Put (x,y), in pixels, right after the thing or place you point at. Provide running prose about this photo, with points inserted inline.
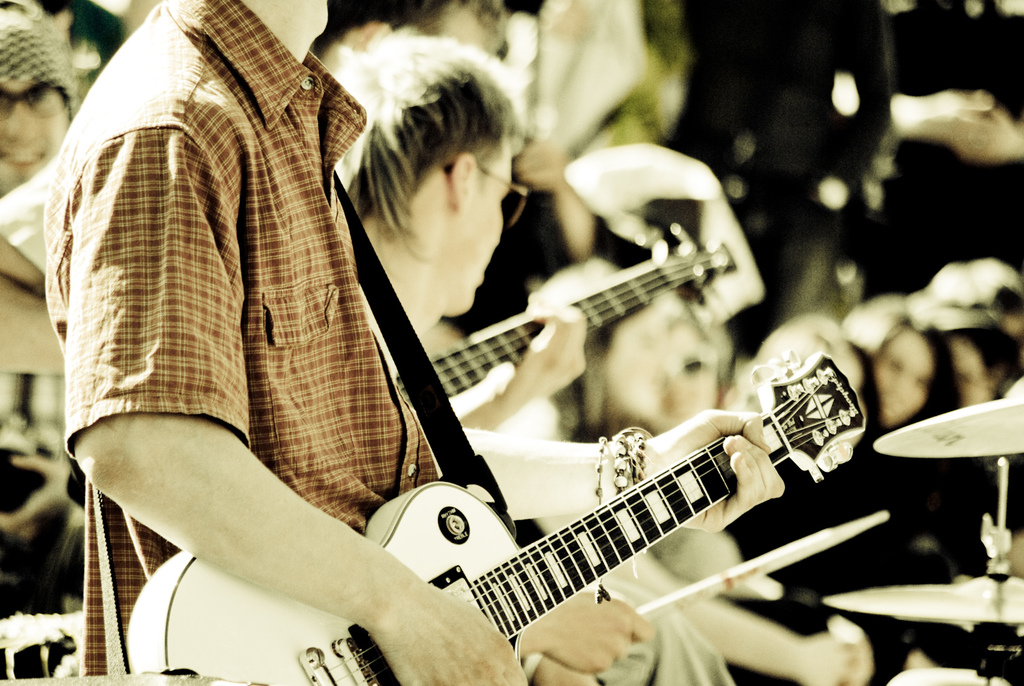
In the picture we can find the person (193,94) holding a guitar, beside that person (177,98) there is one more man (547,334) he is also holding a guitar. And in front of them there are musical instruments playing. The first person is wearing a checkered shirt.
